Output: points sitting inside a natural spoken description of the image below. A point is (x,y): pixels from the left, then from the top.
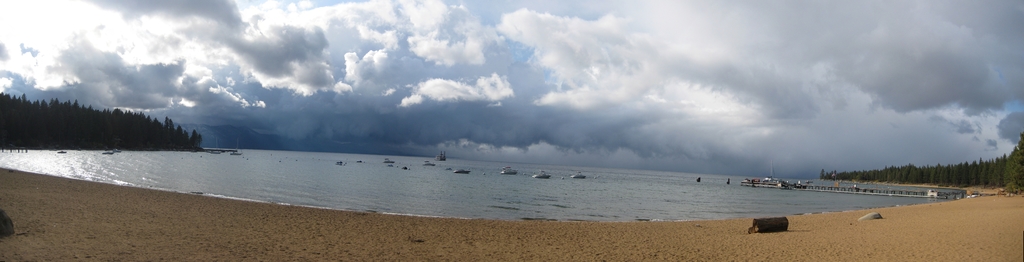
In this picture there are boats (508,173) on the water (551,200). On the right side of the image (1004,167) there is a bridge (961,191) and there are trees (1012,189). On the left side of the image (76,112) there are trees (143,139). In the foreground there are objects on the sand (452,239). At the top (462,54) there is sky (492,32) and there are clouds (515,69). At the bottom (524,196) there is water (407,204) and sand (28,260).
